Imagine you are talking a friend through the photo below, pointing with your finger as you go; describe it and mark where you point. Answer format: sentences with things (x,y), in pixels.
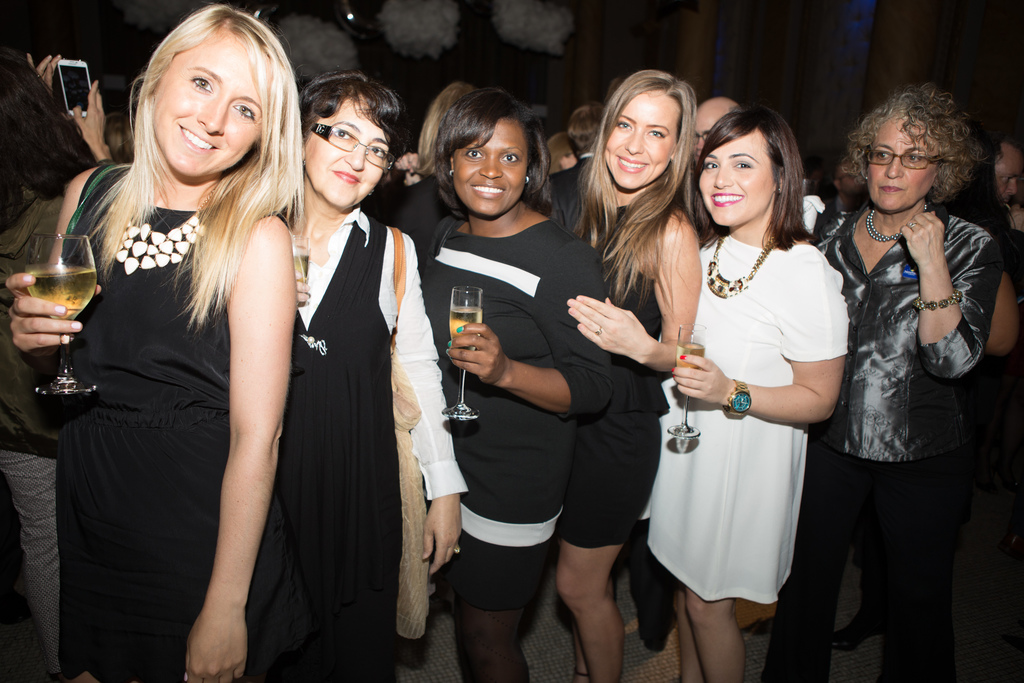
In the picture we can see these women (110,467) wearing black dresses (108,281) and a woman (692,518) wearing white dress (775,441) are holding glasses (62,268) with a drink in it and standing here and smiling. In the background (16,147), we can see a few more people (51,145) standing and the background of the image (961,46) is dark.
